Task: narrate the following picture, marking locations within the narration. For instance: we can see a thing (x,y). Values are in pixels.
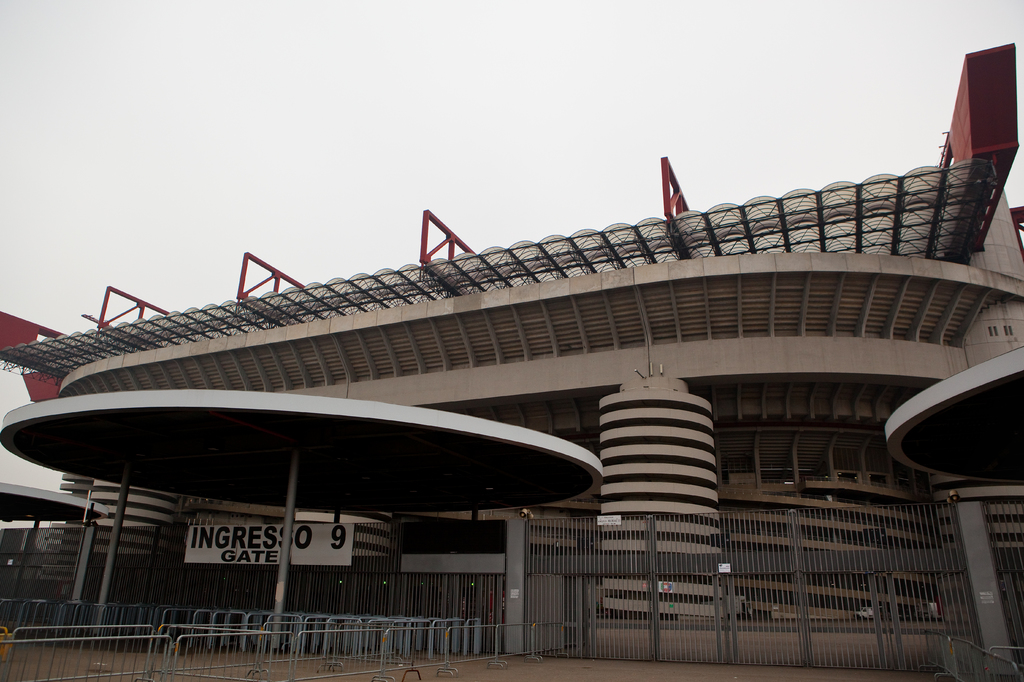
In this image I can see a building (614,259). I can see few barricades (270,659). I can see clouds (392,221) in the sky (392,221).
